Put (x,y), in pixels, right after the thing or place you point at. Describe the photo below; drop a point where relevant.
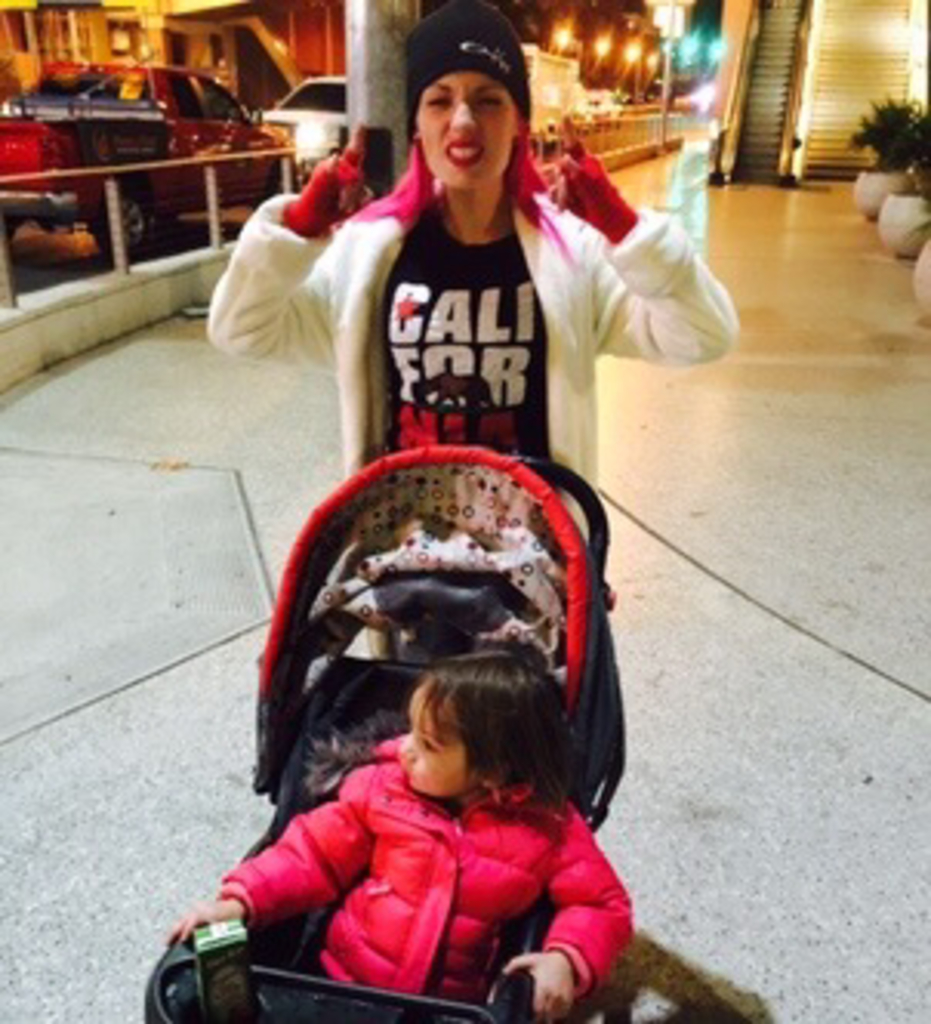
In this image I can see the person (503,414) standing and I can see the other person (447,902) sitting in the stroller (517,923). In the background (570,61) I can see few vehicles (50,165), buildings (13,24), lights (699,39) and I can also see few plants (878,153).
